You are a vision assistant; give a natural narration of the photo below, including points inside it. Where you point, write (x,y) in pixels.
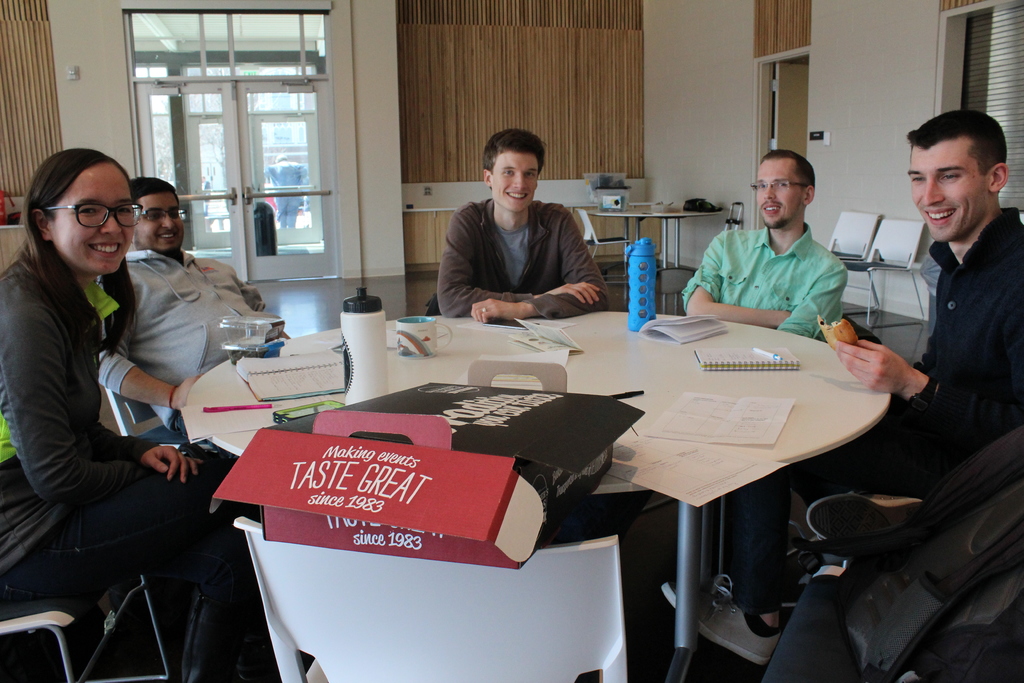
In the image we can see few persons (498,210) were sitting on the chair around the table (725,383). On table (617,382) we can see bottles (640,307), papers (675,318), book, pen (627,395) and box (548,367). In the background (620,101) there is a wall (702,121), door (253,159) and window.
